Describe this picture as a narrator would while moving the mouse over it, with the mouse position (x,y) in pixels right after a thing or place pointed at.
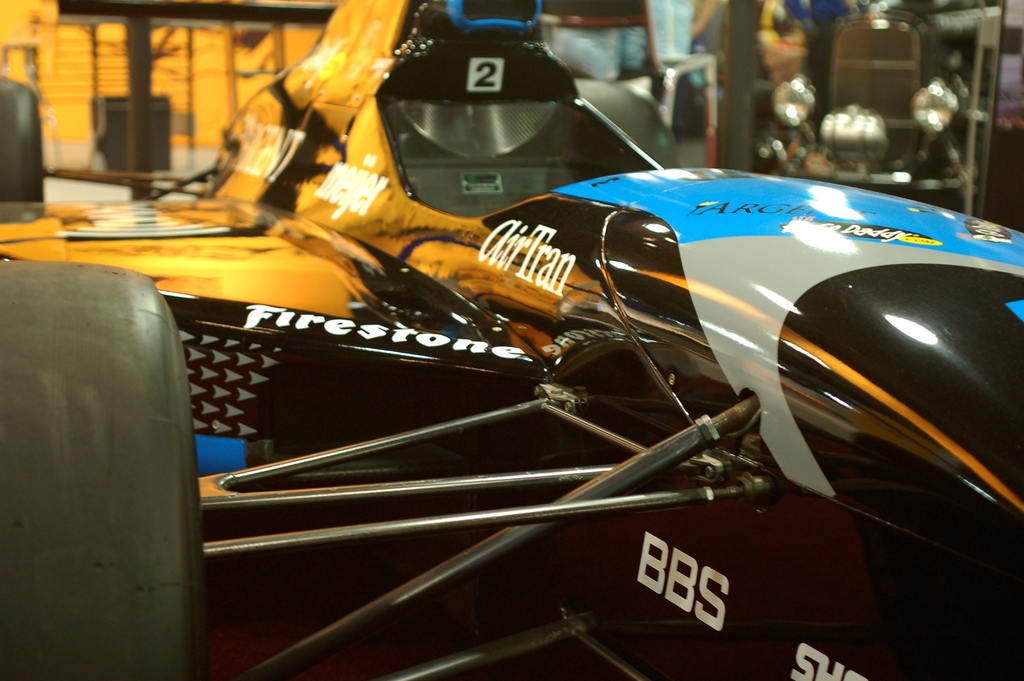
The picture consists of a car (390,235). The background (937,56) is blurred. In the background (872,49) there are cars (896,112).
